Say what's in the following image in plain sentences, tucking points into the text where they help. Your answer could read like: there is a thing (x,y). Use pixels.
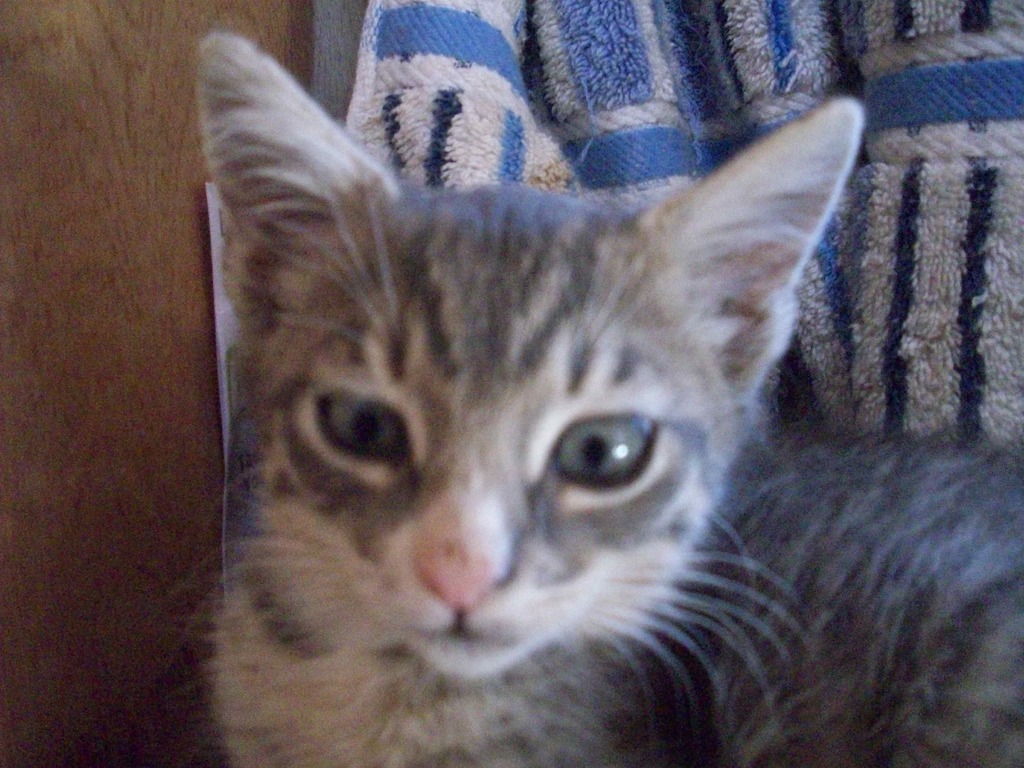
In this image there is a cat (644,342), and in the background (890,338) there is a cloth (971,63) and a wooden board (181,140).
